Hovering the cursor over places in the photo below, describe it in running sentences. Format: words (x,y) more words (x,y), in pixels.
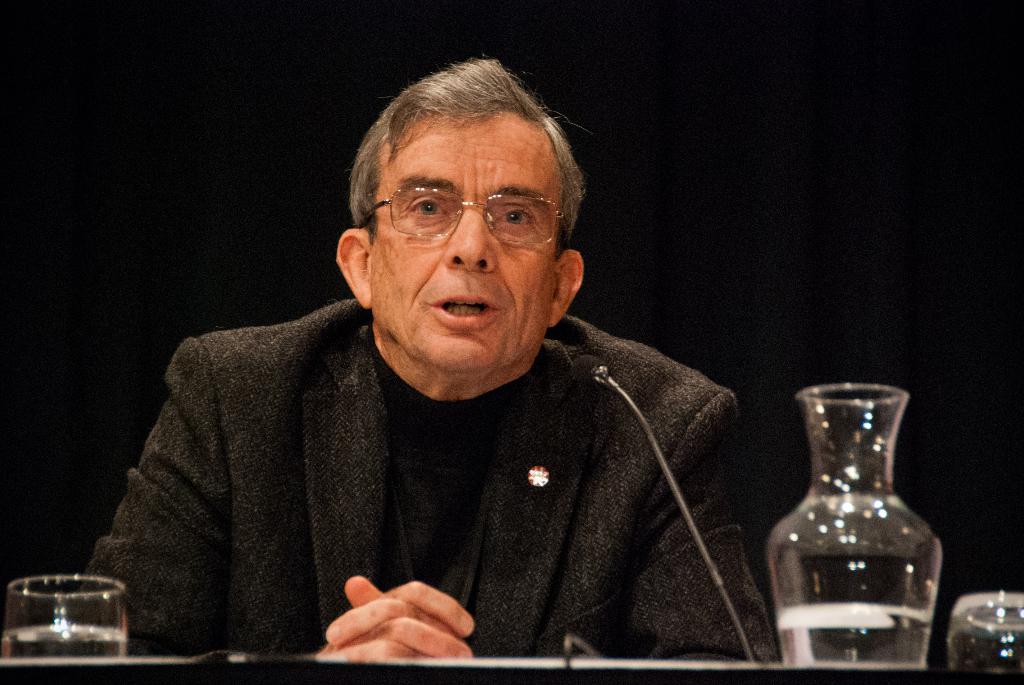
At the bottom of the image (38,649) on the surface (352,669) there is a glass (115,626) with water (16,644), jar (891,565) with water (853,659) and also there is a mic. Behind them there is a man (336,456) with spectacles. And there is a black background (769,78).
